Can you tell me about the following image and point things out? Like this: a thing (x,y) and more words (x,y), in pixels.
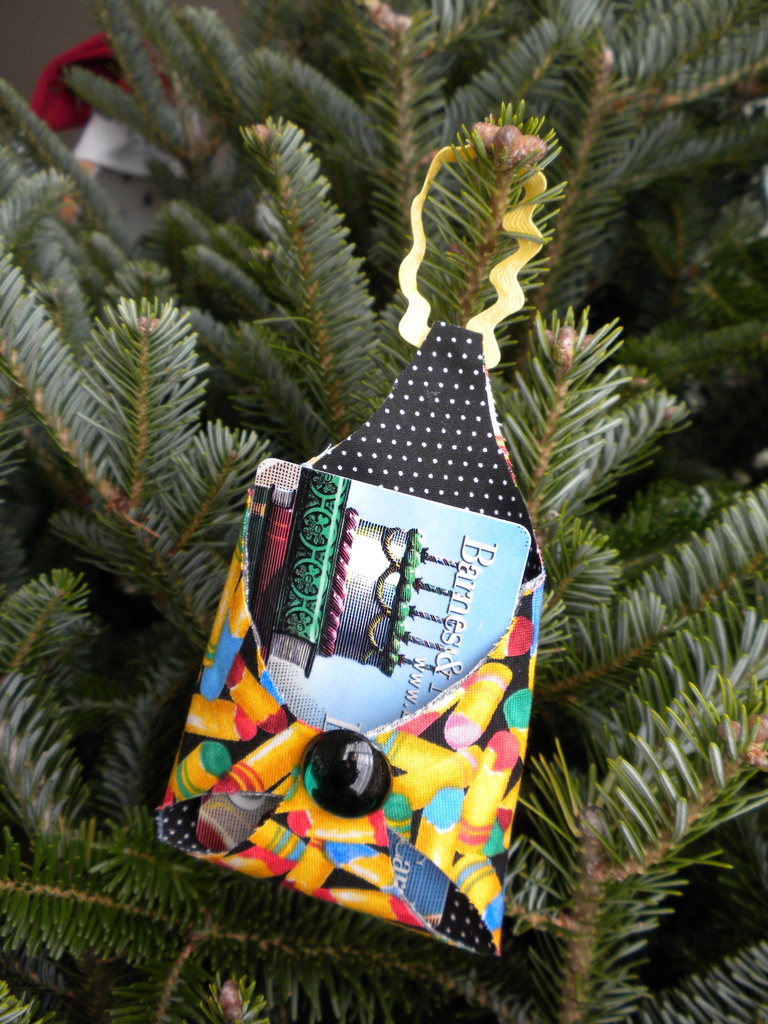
In this picture we can see a tree (149,386) and a object (457,442) is hanged to it with a card (456,527) in it.
